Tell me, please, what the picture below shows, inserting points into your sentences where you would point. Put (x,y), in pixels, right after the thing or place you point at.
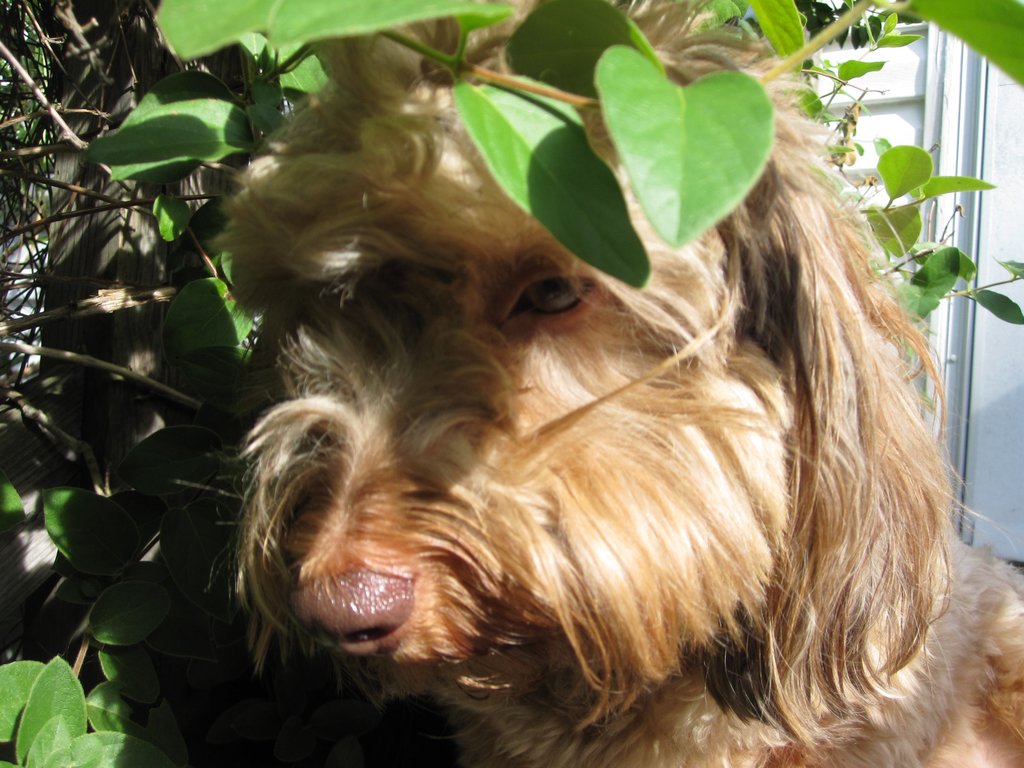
In this picture we can see a dog (803,717), leaves (231,27) and in the background (870,141) we can see wall (998,180).
